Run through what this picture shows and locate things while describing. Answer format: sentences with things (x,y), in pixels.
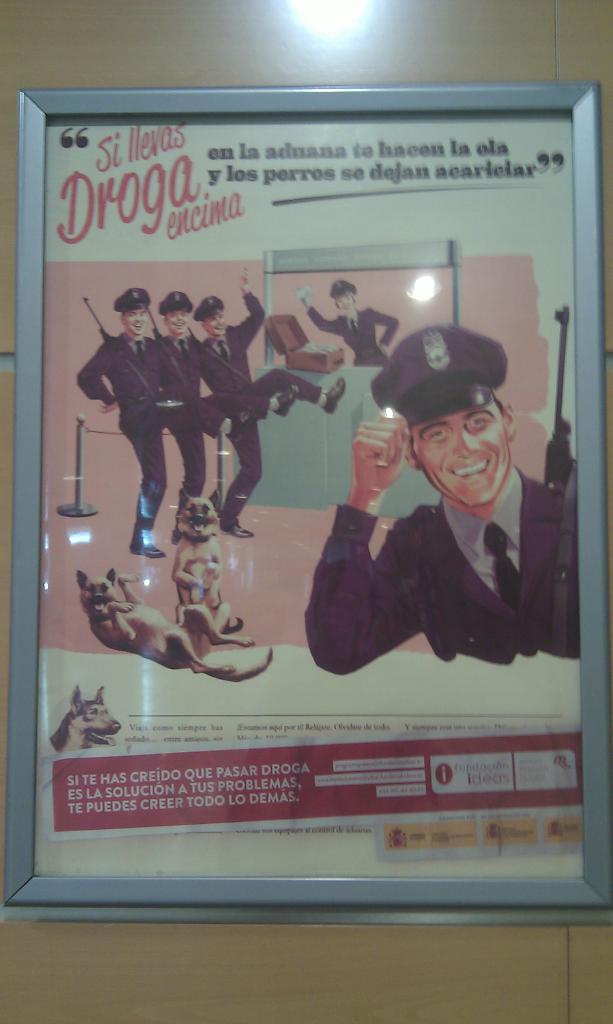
The picture consists of a poster (353,406) in a frame (13,797). At the top (305,40) there is a light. In the poster (189,441) there are police officers (174,379), dogs (220,636) and text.
